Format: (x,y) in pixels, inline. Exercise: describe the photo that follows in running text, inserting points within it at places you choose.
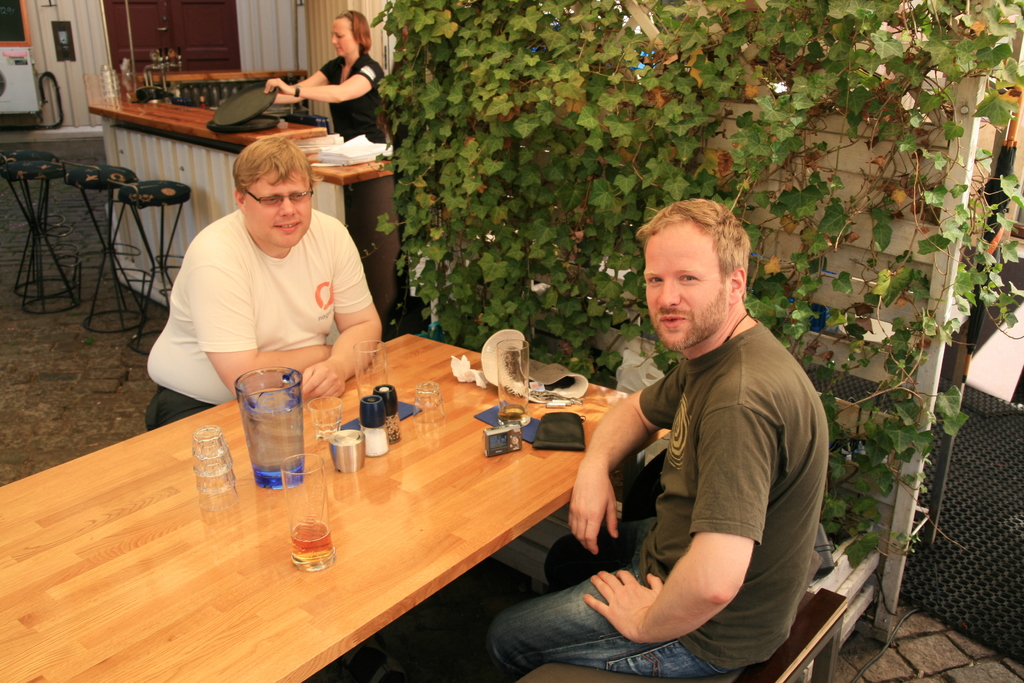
In this image I see 2 men (264,304) who are sitting on the chair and there is table (179,661) in front of them and there are few things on it. In the background (422,331) I see the wall (376,11), a creeper (775,289), a woman (358,131) who is near the counter top (317,167) and there are few things (113,86) on it too and I see the stools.
